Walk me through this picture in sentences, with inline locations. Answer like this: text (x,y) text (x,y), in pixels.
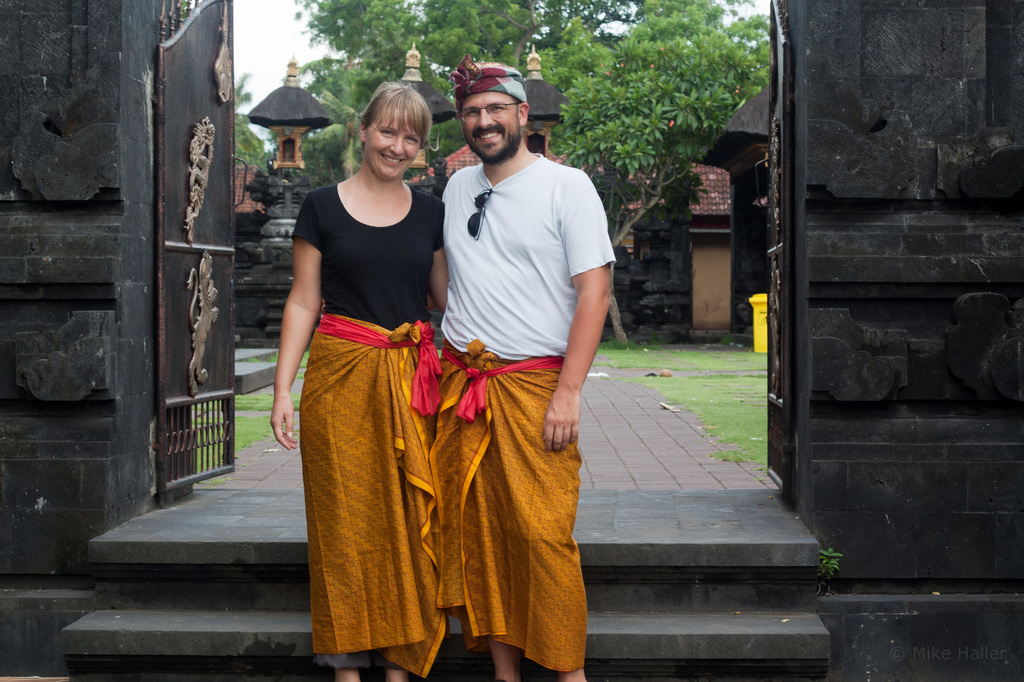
In this image I can see two people (427,279) with different color dresses (414,518). In the background (215,373) I can see the metal gate (173,259) and the wall (143,166). I can also see the poles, many trees (589,123) and the sky (286,20).
